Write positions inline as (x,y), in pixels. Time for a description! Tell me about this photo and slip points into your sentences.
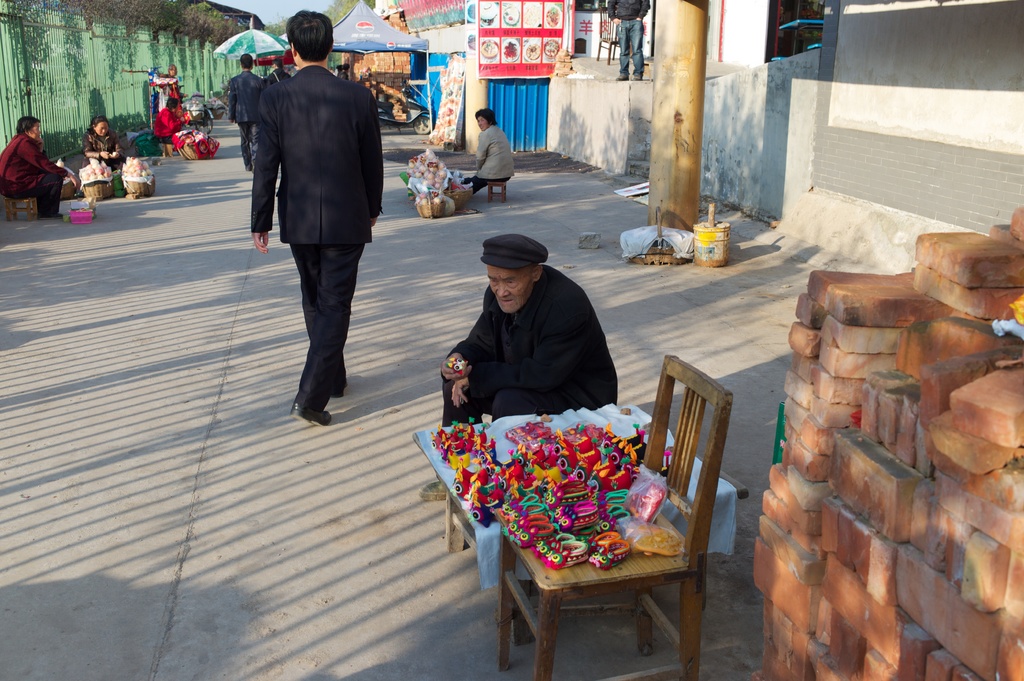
Here we can see a person (538,289) is sitting and at side there are some objects (588,449) on the chair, and a person (294,253) is walking on the road (369,251), and here is the wall (749,111) and here is the pillar (658,73), and here is the tent (369,27), and here is the tree (170,18).
